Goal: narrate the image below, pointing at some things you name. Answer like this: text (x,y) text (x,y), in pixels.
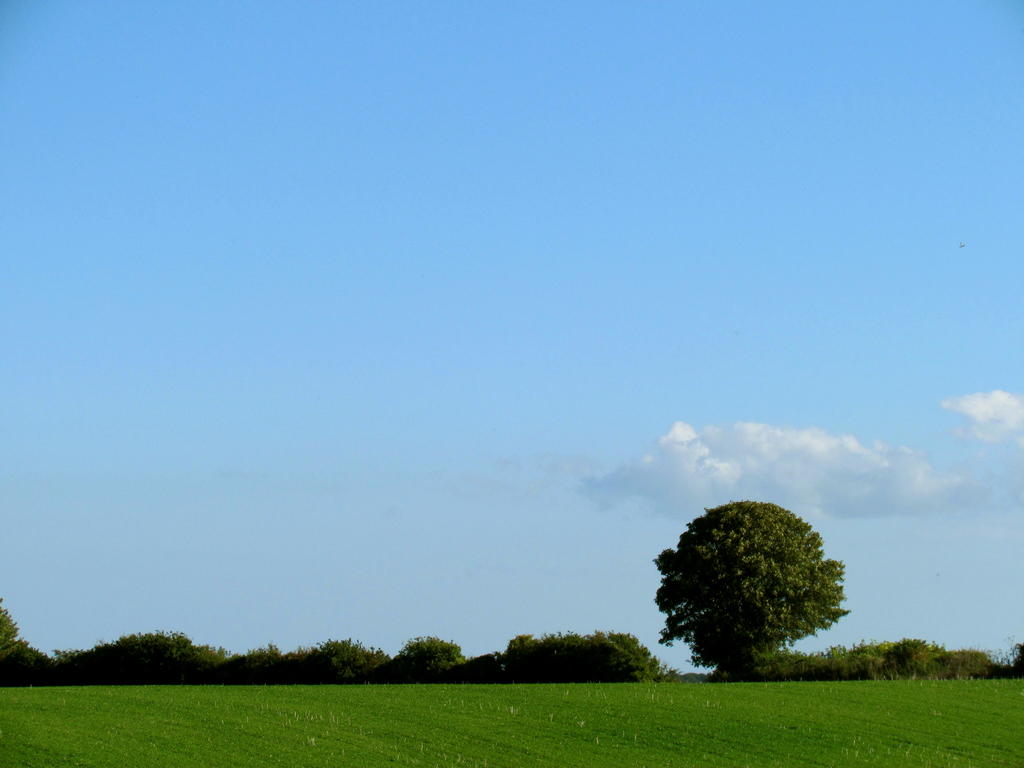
In this picture there is greenery (644,694) at the bottom side of the image (964,680) and there is sky (604,334) at the top side of the image (629,219).
